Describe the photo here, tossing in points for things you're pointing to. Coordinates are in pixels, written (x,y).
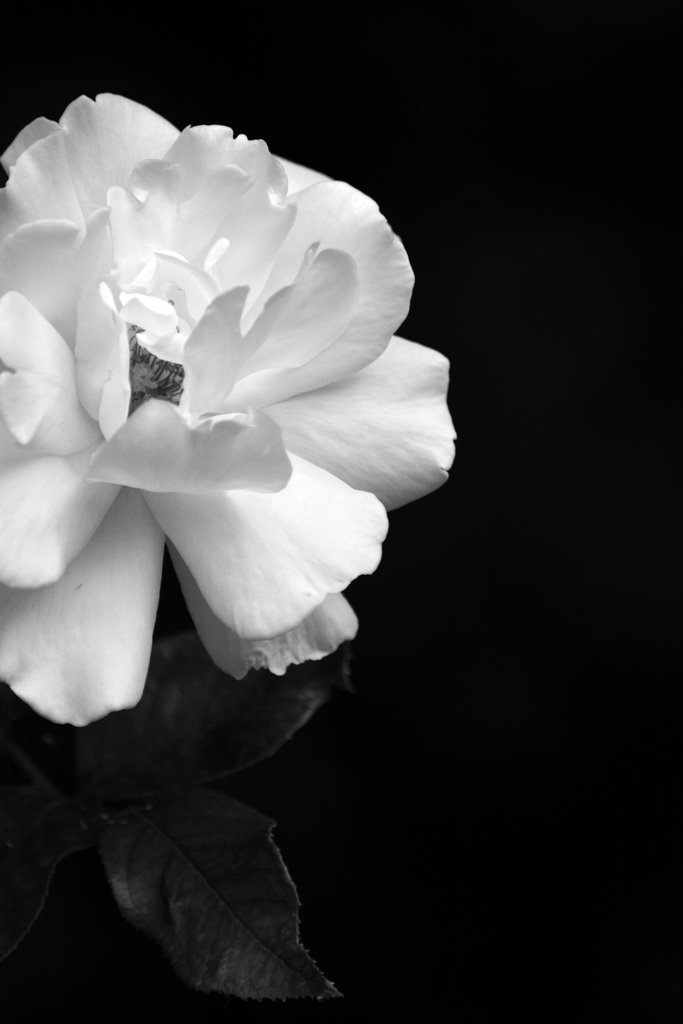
It is a flower (232,533) in white color, this is black and white image.
